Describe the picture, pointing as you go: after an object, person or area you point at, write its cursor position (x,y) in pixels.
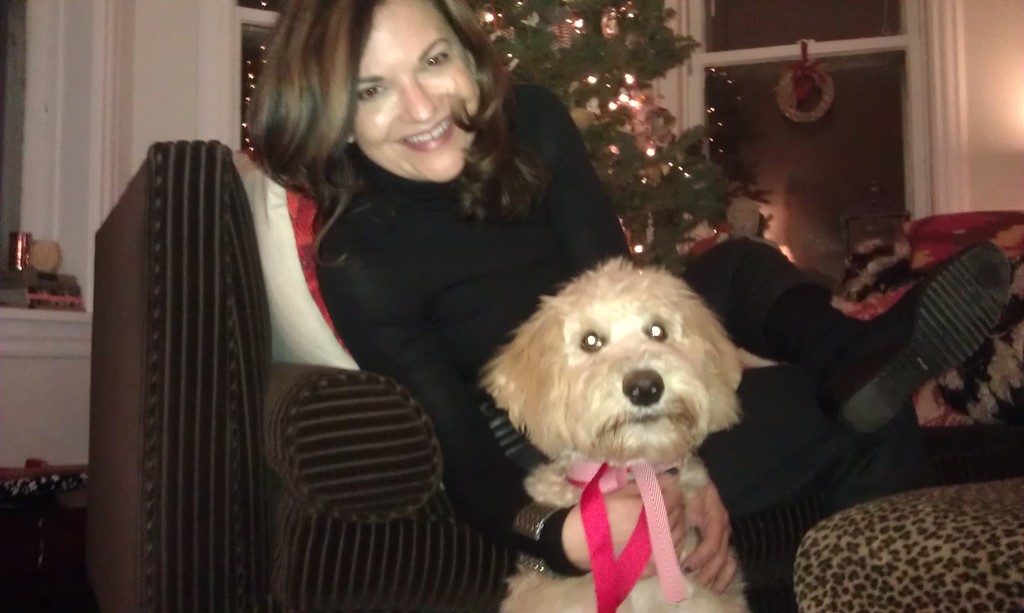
In this image, we can see a lady (675,537) and a dog (577,446). We can see the sofa (180,374). We can see the wall (177,38). We can also see some objects (39,267). We can see a plant (682,201) and some lights (589,78).
